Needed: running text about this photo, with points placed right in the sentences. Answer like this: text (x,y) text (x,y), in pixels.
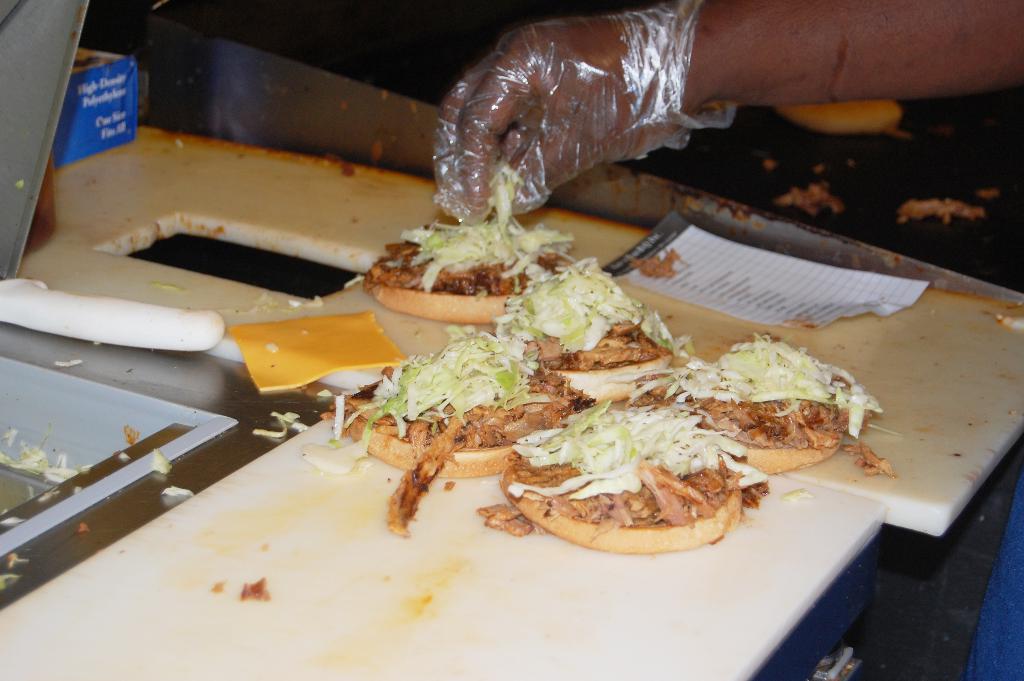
In the center of the image (496,242) we can see sandwiches (544,377) placed on the table (353,507) and persons hand (569,89). In the background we can see paper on table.
